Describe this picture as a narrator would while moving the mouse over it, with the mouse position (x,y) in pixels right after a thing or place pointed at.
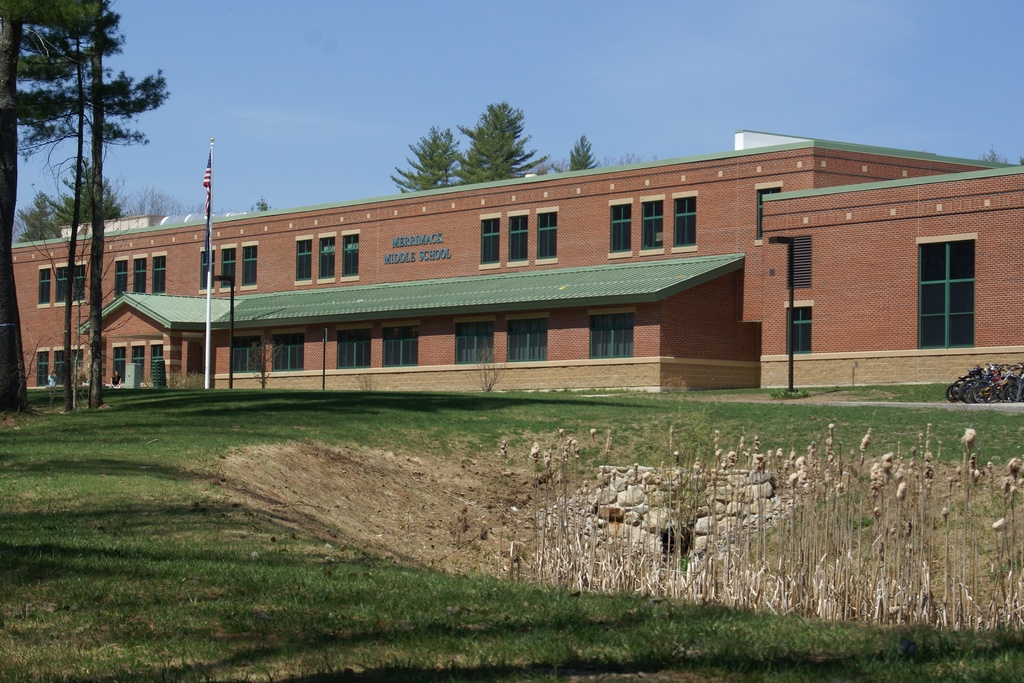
In this picture we can see grass (432,649), plants (831,490) and stones (664,498). In the background of the image (311,315) we can see building (223,310), trees (2,26), poles (210,264), flag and sky (642,55).
